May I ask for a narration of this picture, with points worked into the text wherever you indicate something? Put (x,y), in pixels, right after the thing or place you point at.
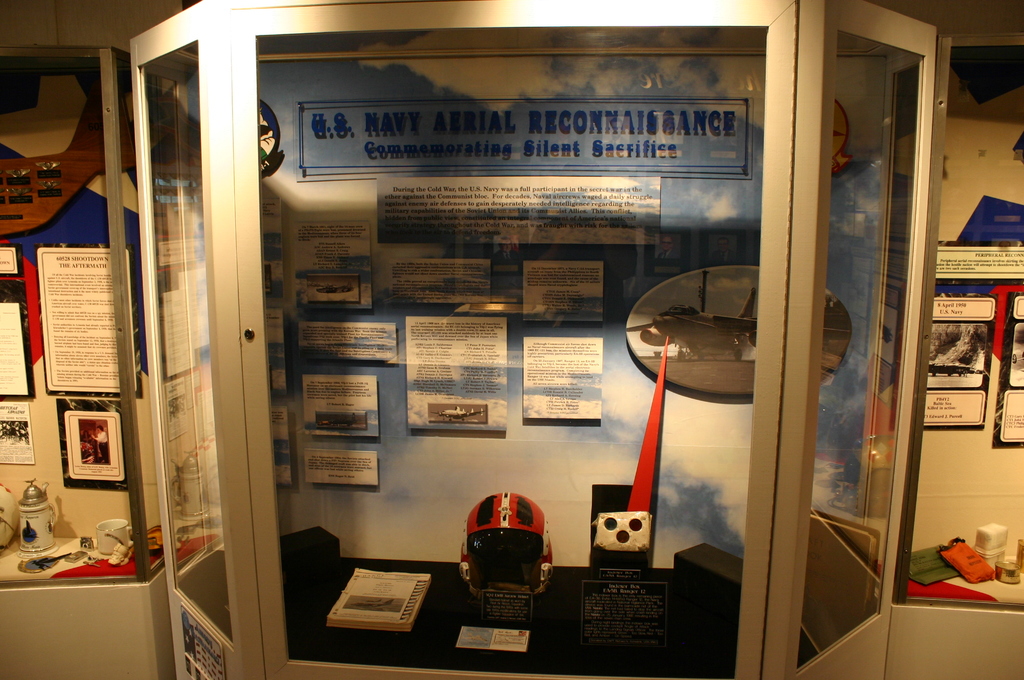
In this image I can see the helmet (484,507), book (396,602) and some boards (518,649) on the black color surface (571,606). There is a paper (458,370) to the wall (394,306). To the left (108,339) I can see the some boards (71,391) to the wall (21,487) and there is a cup (36,550) and some objects (5,541) can be seen. To the right (943,359) I can also see some boards (972,419) to the wall (941,491) and there are objects (971,570) on the table (972,598).
